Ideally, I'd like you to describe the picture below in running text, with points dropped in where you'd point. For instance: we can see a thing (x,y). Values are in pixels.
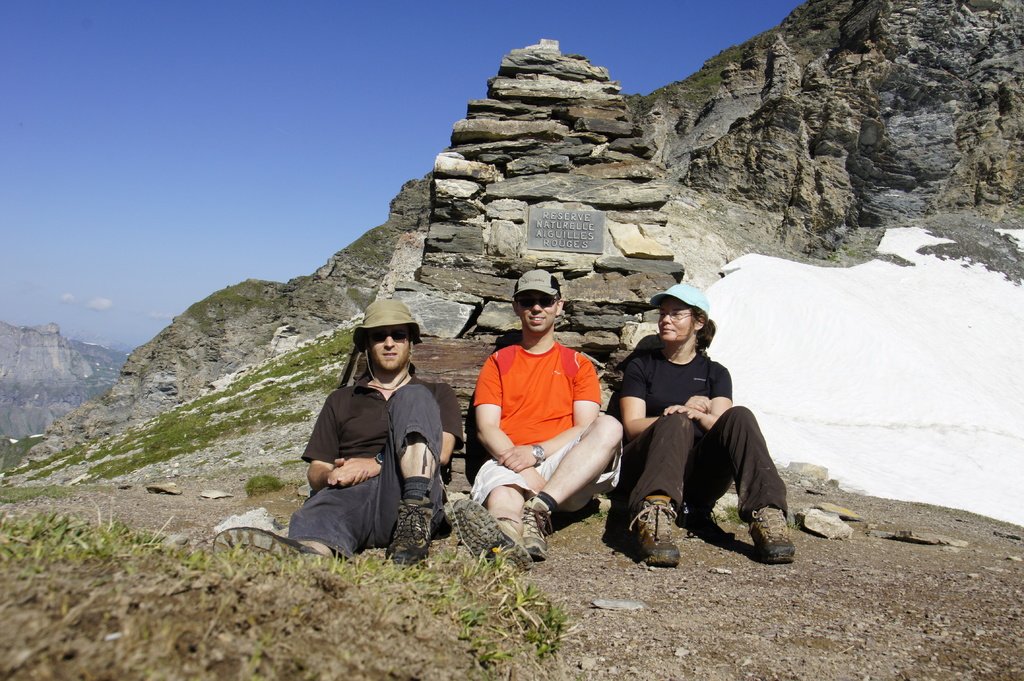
In this picture I can see hills (180,367) and I can see a rock (521,224) with a small board (583,250) and I can see text (569,239) on it and I can see few people (431,452) seated on the ground (585,590) and they wore caps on their heads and I can see grass (130,466) on the ground (143,503) and a blue cloudy sky (278,198).
